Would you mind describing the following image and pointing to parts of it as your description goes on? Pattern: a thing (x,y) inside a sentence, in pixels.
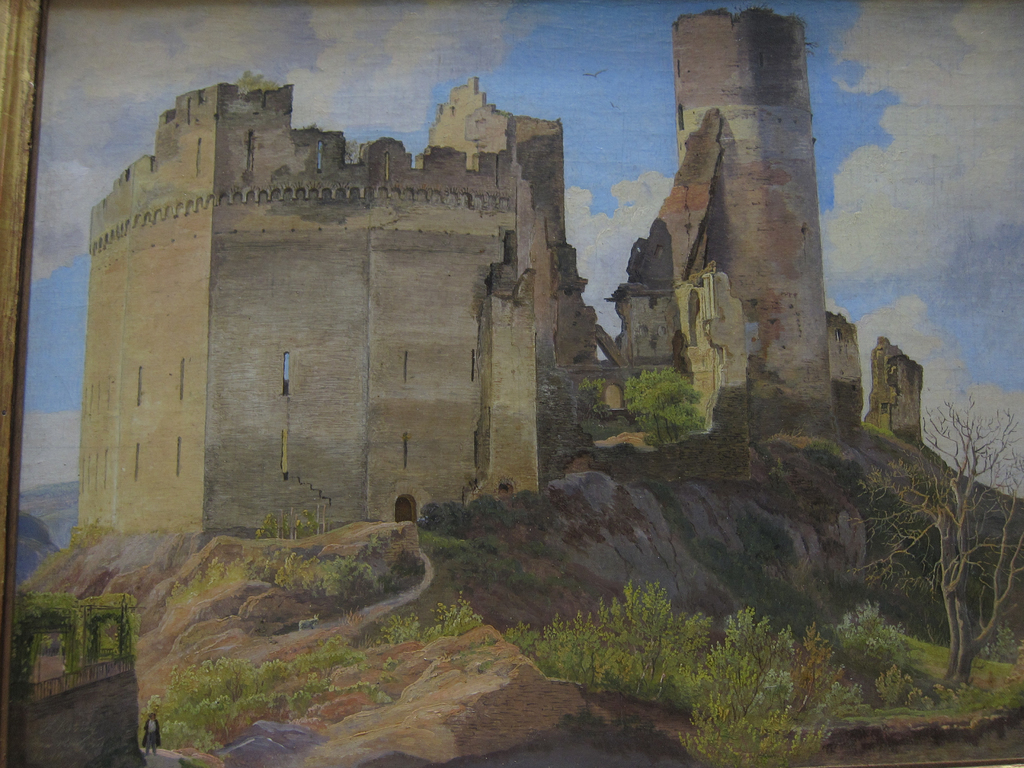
In this image I can see painting (521,516) of a fort (491,359), trees (1020,539) and plants (719,715). In the background (598,115) I can see a bird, the sky (494,29) and a person (157,737) is standing over here.
